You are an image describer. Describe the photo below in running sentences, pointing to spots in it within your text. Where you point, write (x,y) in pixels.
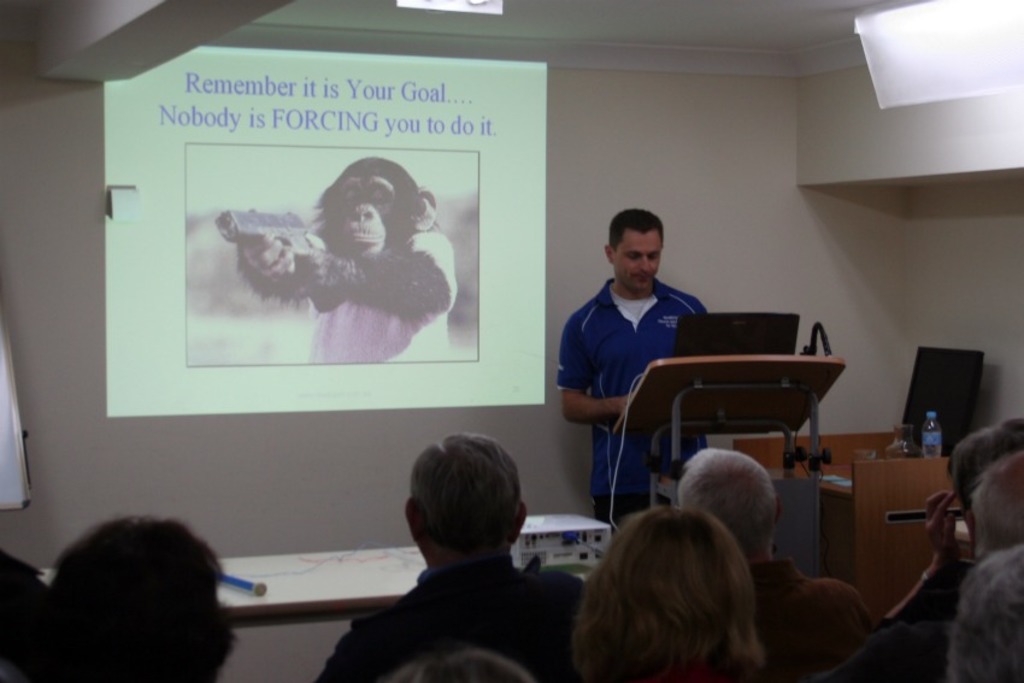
In the center of the image (650,334) we can see a person (633,363) standing at the desk (664,367) with laptop (697,335). On the right side of the image (944,447) there is a monitor (943,374) and bottle (926,436) on a table (836,512). At the bottom (98,619) we can see table (228,603), projector (576,556) and persons (465,613). In the background (146,223) there is a wall (161,183).
